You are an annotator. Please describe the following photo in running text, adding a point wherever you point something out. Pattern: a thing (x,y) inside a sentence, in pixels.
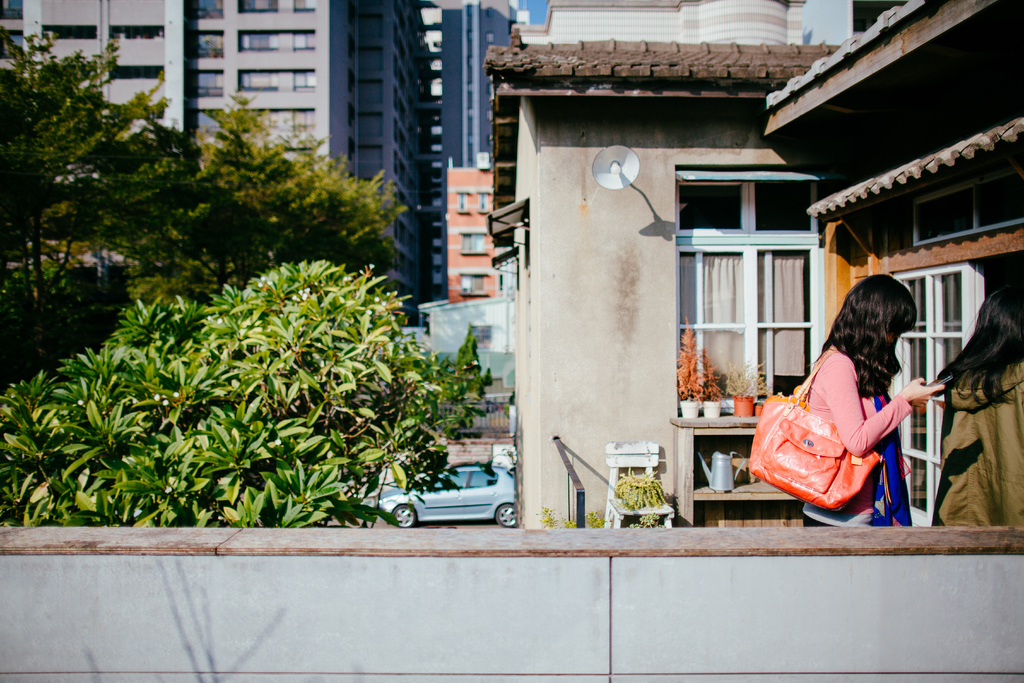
In this picture there is a woman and besides her there is another women (942,464) and in the background (303,266) there are trees (128,221) and buildings (253,68).
